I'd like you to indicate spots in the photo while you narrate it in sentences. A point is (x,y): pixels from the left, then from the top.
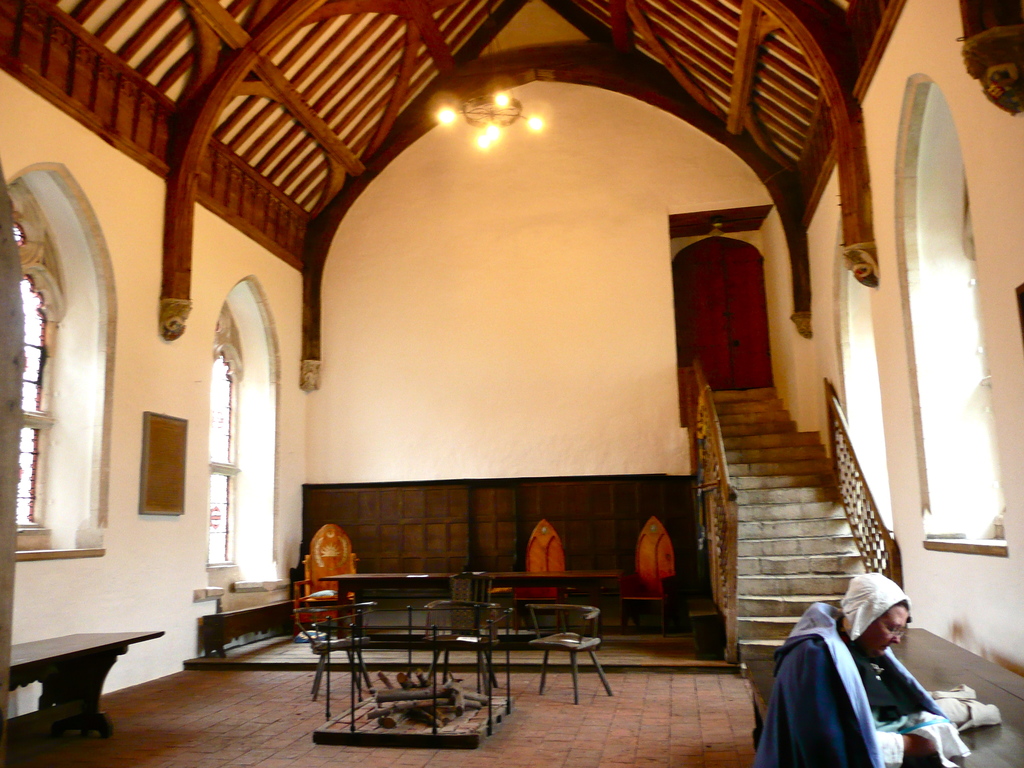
here in this picture we can see the hall (449,561) here we can see the table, chair (541,642), we can also see the person (855,651) sitting here, we can also see the staircase (792,486) near to the wall (443,225), we can see the lamp (517,106).
